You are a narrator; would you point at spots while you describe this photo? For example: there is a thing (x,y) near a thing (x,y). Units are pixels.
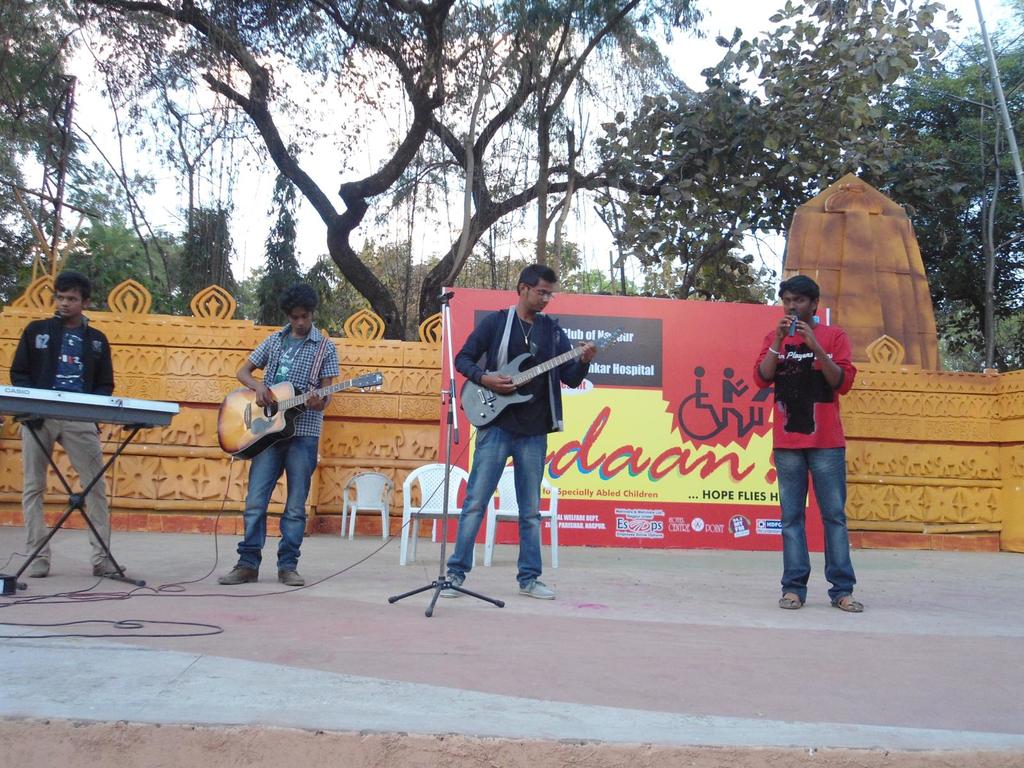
In this picture we can observe music band (493,464). There are four members (483,344) standing on the floor (398,625). Two of them are playing guitar (239,411). One of them is playing keyboard (91,405). We can observe white color chairs (421,509). There is a red and yellow color poster (666,390) in the background (613,474). We can observe orange color wall (966,411), trees (291,171) and a sky (175,150).
